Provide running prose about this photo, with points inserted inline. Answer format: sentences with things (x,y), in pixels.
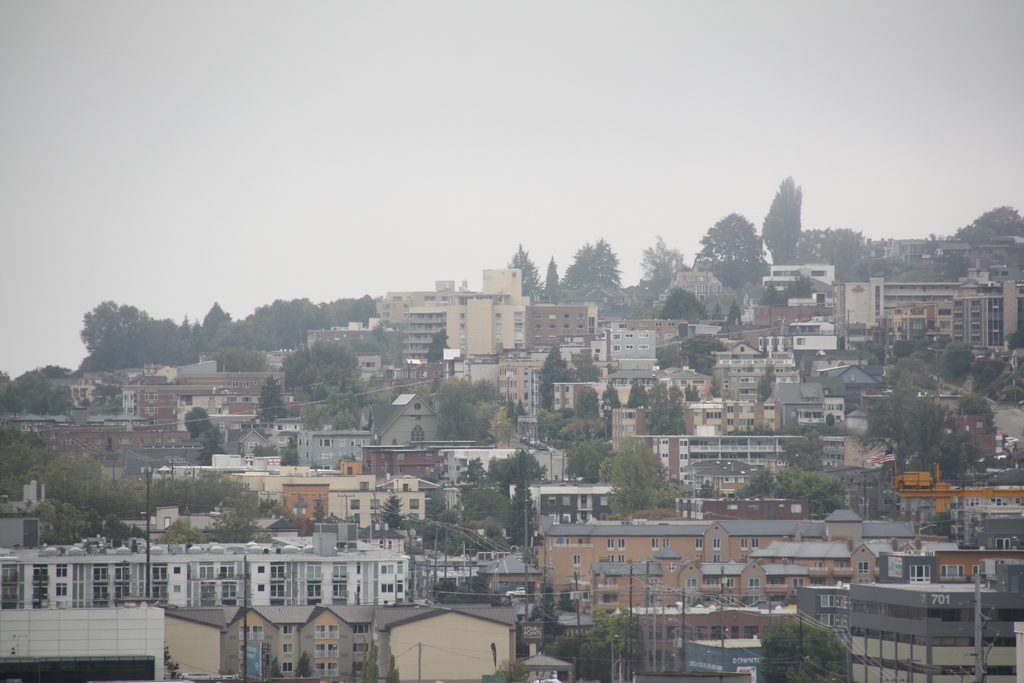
In this image we can see many buildings (198,578), trees (884,424), poles (683,588), wires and the sky (279,91) in the background (555,192).
